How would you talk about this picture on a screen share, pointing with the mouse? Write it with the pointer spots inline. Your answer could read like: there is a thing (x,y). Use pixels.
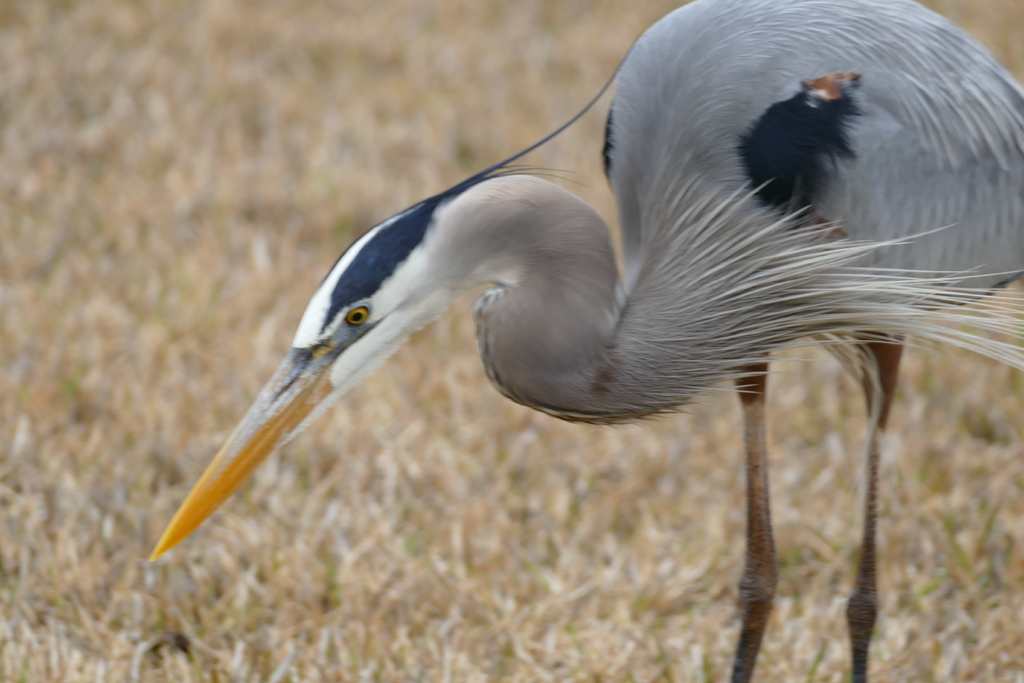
In this image I can see a bird (978,188) in white and gray color. Background (151,80) I can see dried grass (126,405).
